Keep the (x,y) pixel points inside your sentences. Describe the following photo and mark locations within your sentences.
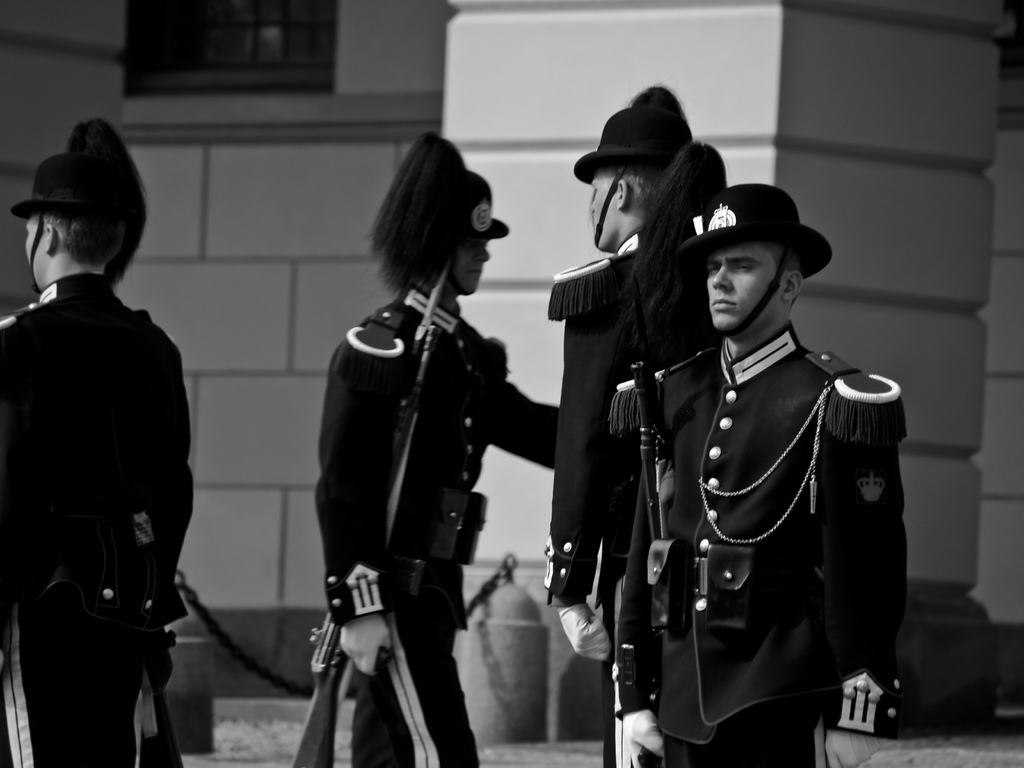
In this picture there are four persons (697,281) who are wearing same dress (752,428) and holding the gun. In the back (954,529) I can see the building (219,244). At the top left (174,30) there is a window (170,50).
